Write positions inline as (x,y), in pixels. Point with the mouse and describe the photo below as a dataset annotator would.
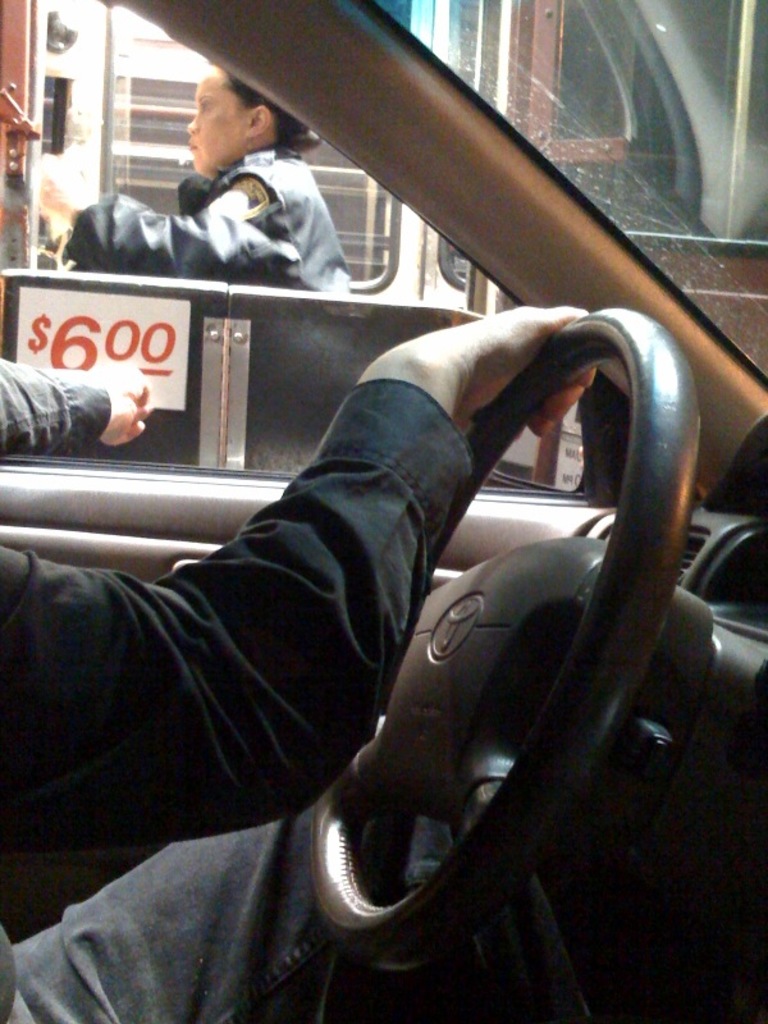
Inside the car (764,592) there is man (236,605) with black shirt (340,595). He kept his hand (493,383) on the steering (597,339). Outside the door (192,485) there is a lady (228,216) standing.
